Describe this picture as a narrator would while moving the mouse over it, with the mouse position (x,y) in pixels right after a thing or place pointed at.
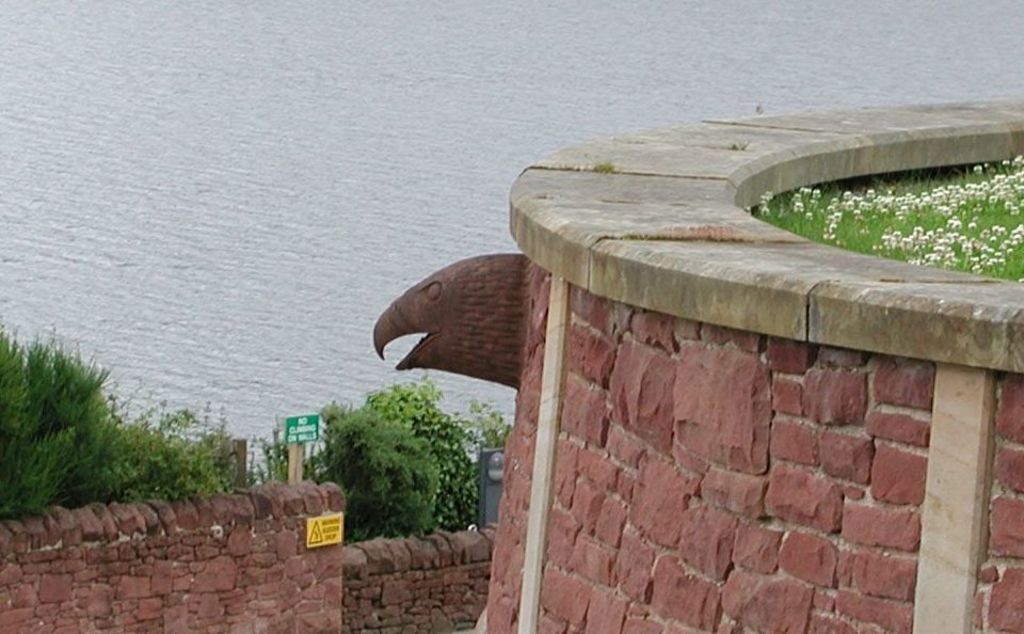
In this picture there are some trees (274,447). We can observe green and yellow color boards (296,437) here. There is a stone wall (221,595). In the background (422,140) there is a river (387,94). In the right side (932,257) we can observe some flowers (898,203) here. There is a sculpture (504,291) of an eagle head (445,321).
